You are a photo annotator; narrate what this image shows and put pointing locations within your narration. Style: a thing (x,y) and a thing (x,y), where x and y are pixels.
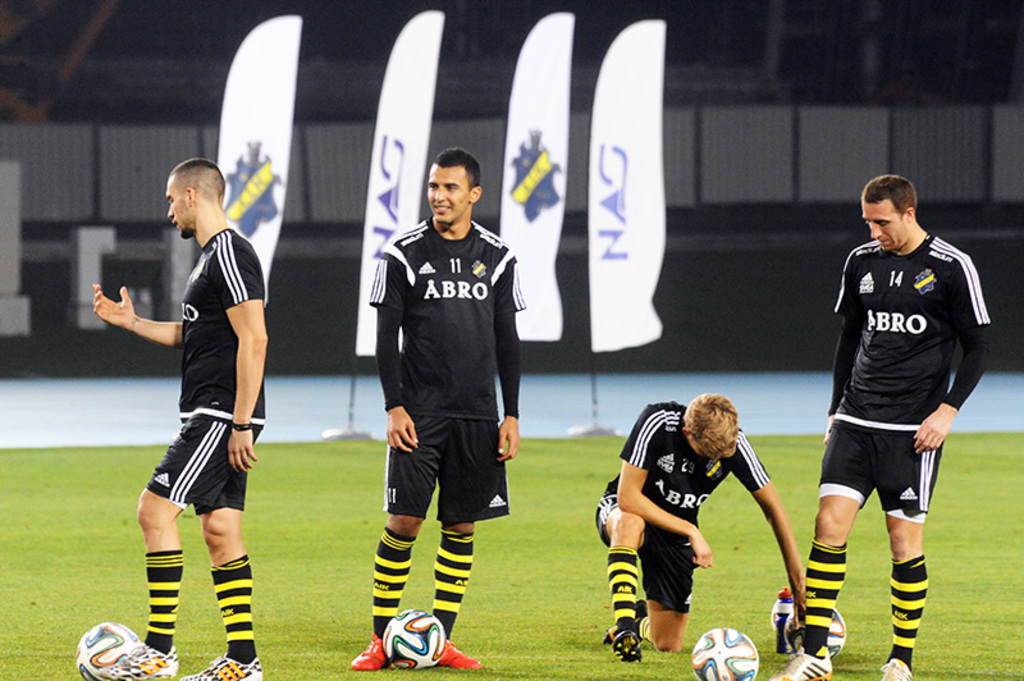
This image is taken outdoors. At the bottom of the image (532,641) there is a ground (570,606) with grass (739,497) on it. In the background (120,404) there is a floor (280,433) and there is a black surface (733,265). There are a few walls (311,165) and there are a few objects (88,287). There are four flags (619,145). In the middle of the image (434,433) two men (513,314) are standing and a man (704,495) is sitting on the ground (766,601). There are three balls (731,654) and a bottle (784,619) on the ground (543,609). On the left side of the image (184,499) a man (159,472) is walking on the ground (206,580) and there is a ball (110,637).
